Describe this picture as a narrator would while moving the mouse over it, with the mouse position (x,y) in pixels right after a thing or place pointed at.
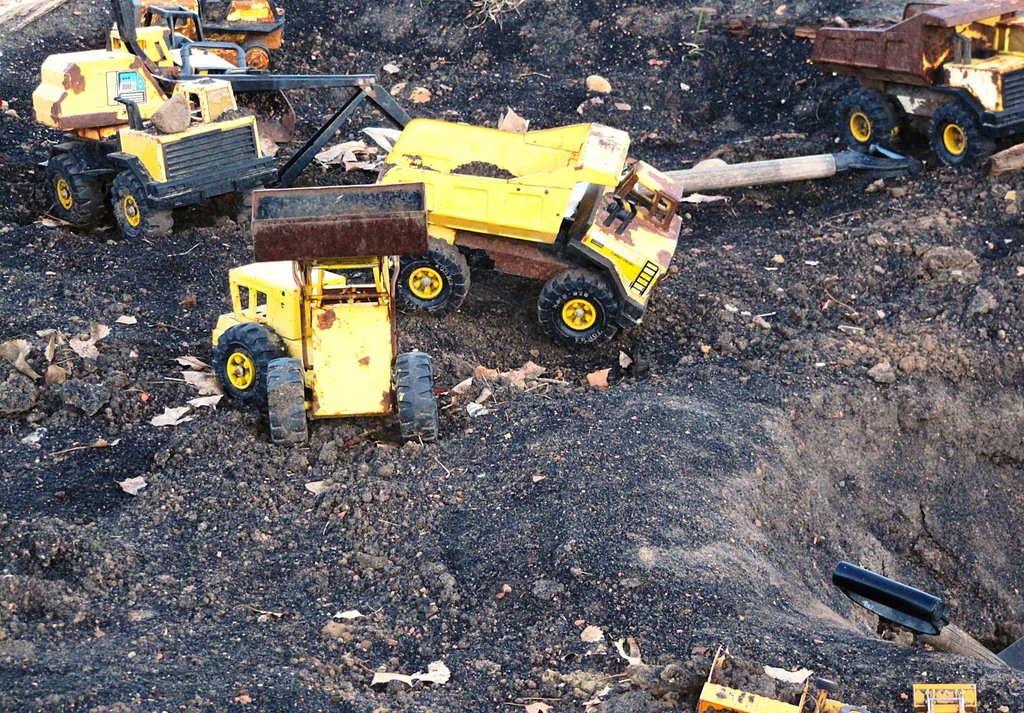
In this image we can also see group of toy vehicles (451,165) on the ground (333,148), we can also see some tools (757,166).
